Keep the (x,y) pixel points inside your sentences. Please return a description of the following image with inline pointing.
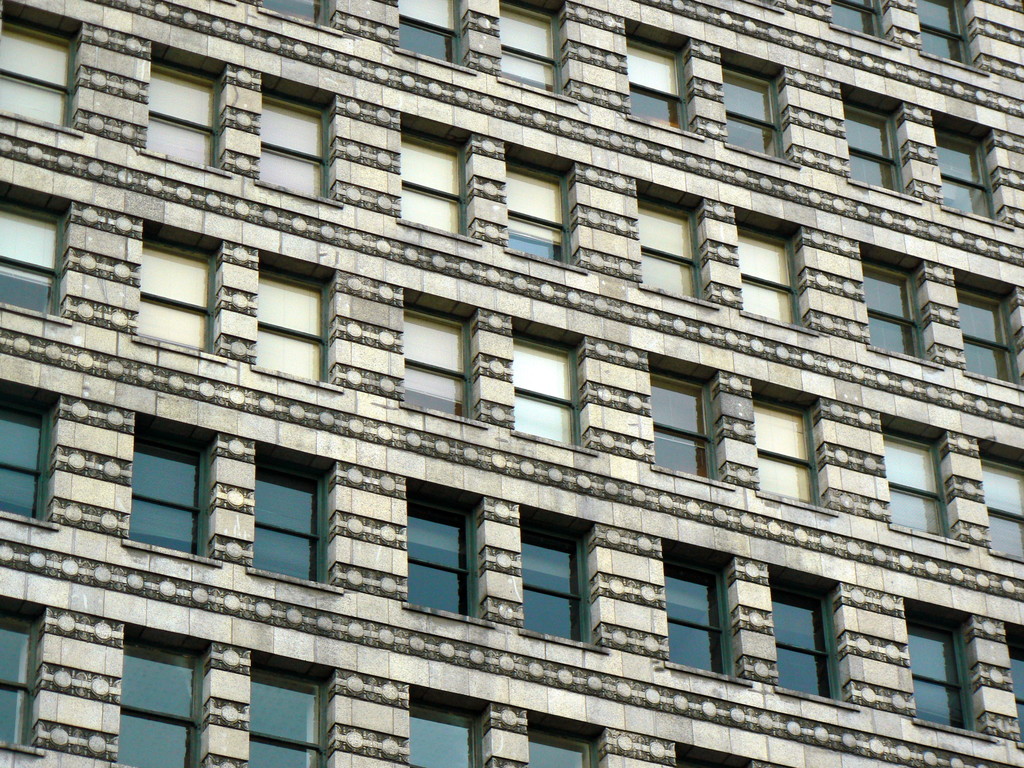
In this image we can see a building (397,503) with windows (886,156).
